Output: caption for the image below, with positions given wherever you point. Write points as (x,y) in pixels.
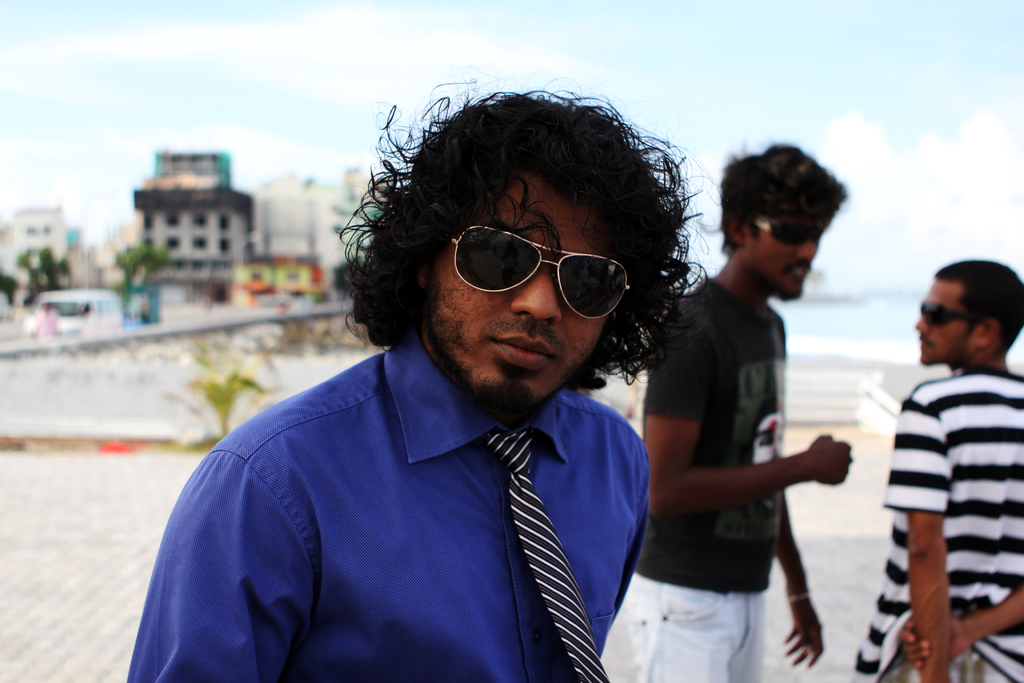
In this image I can see three persons (487,326) standing. In front (253,486) the person (306,496) is wearing blue shirt (400,507) and black and white tie (557,552), background (284,265) I can see few plants (219,415) in green color, buildings (282,226) in white, cream and yellow color. The sky (467,61) is in blue and white color.
